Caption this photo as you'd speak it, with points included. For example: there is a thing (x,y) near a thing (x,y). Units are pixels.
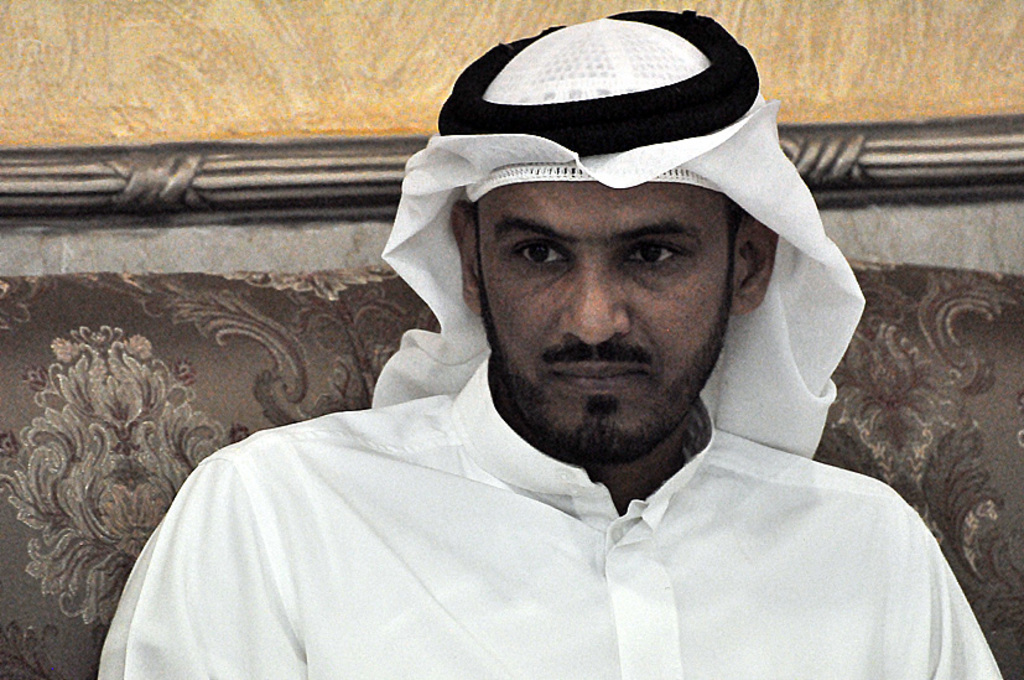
In this image we can see a man (578,582) is sitting on a sofa (967,572) and in the background (397,98) there is a wall (802,94). On the man head (711,222) we can see a white color cloth (506,142) and on it there is a black color ring structure (621,99).
